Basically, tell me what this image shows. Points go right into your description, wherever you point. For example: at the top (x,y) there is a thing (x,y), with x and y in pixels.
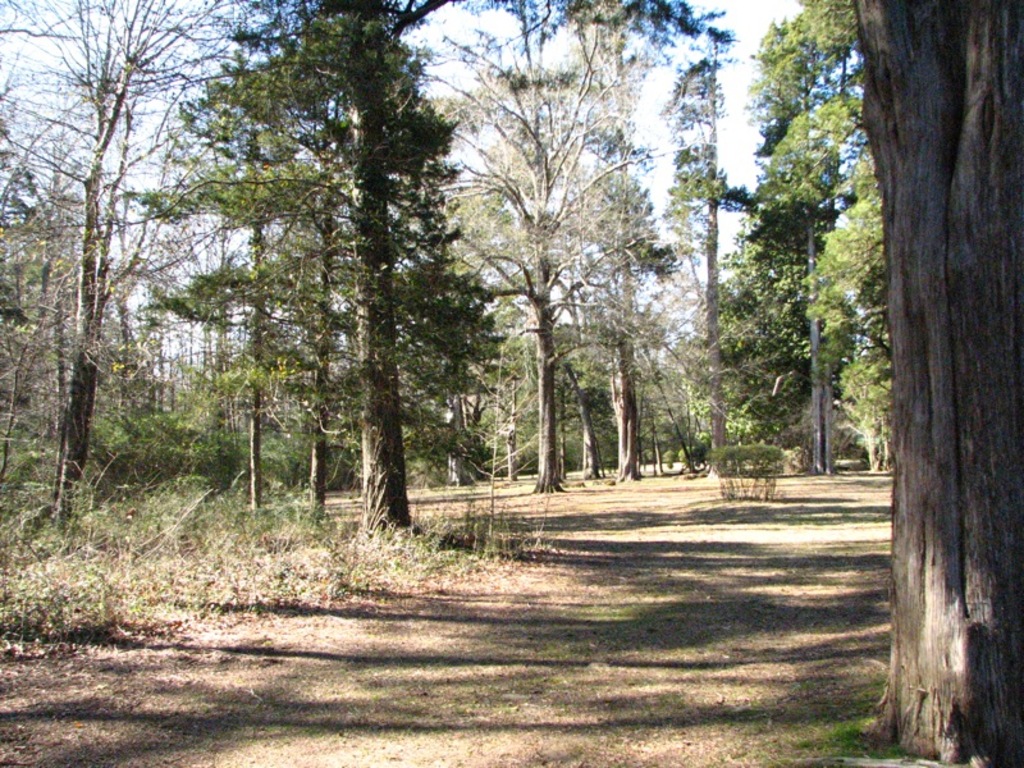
In this image there is ground (373,661) at the bottom (475,638). There is a bark (929,575), there are trees (885,306) on the right corner (901,332). There are trees (264,448) on the left (297,407) and in the background (571,328). There is sky (697,268) at the top (482,21).
